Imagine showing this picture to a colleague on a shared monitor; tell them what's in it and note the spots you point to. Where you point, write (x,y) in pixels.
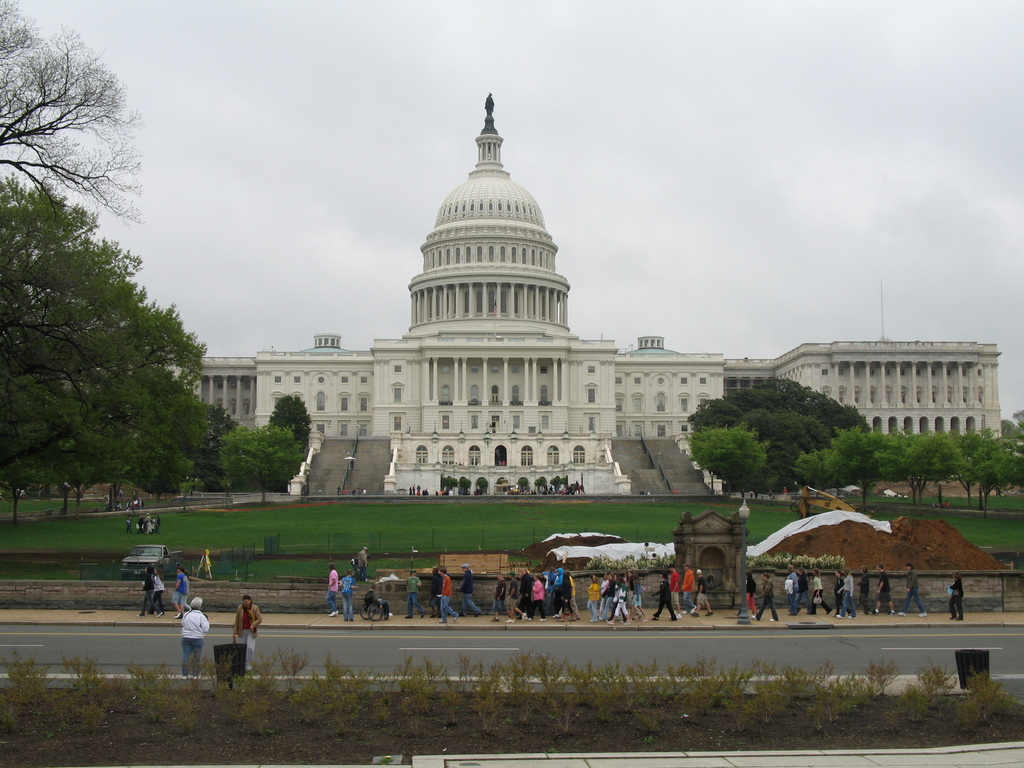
In the center of the image (526,453) there is a building (528,441). At the bottom (652,531) we can see persons (610,596) on a road (801,643) and grass (111,521). On the left side of the image (140,396) we can see trees (73,449) and persons (148,534). On the right side of the image (1020,533) we can see trees (800,467) and grass (995,541). In the background (898,267) there is a sky (883,136).
